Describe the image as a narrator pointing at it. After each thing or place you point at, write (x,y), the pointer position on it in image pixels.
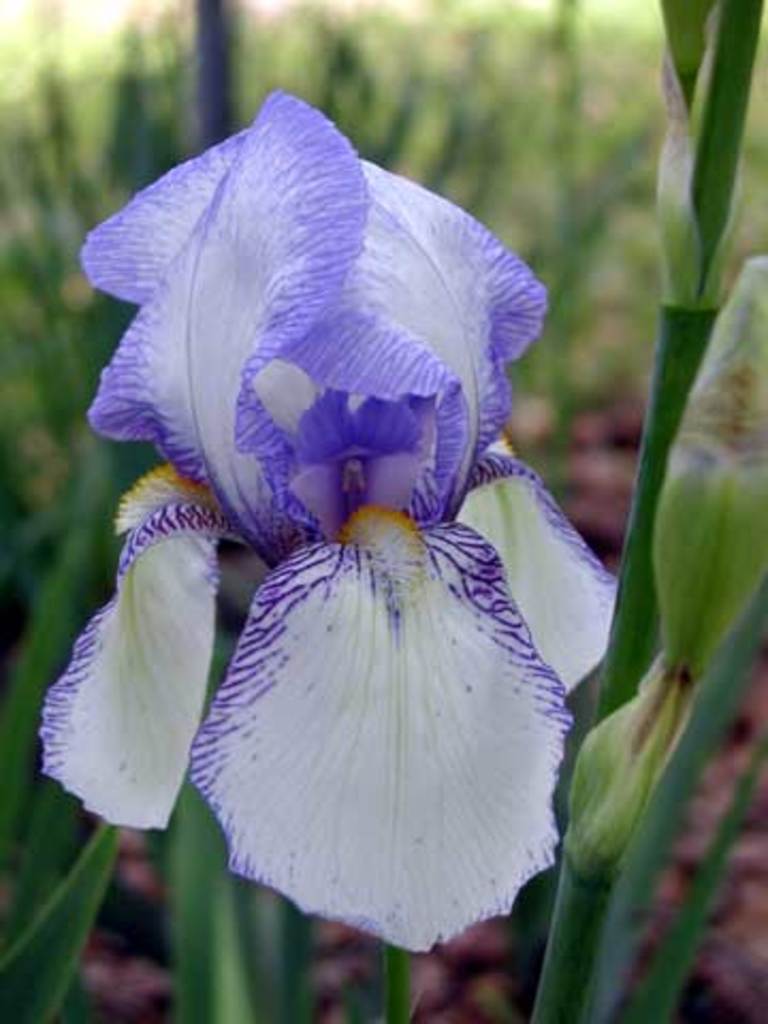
In this image we can see a white and violet color flower (361,643) on a plant (510,743). In the background (524,945) it is blur.
